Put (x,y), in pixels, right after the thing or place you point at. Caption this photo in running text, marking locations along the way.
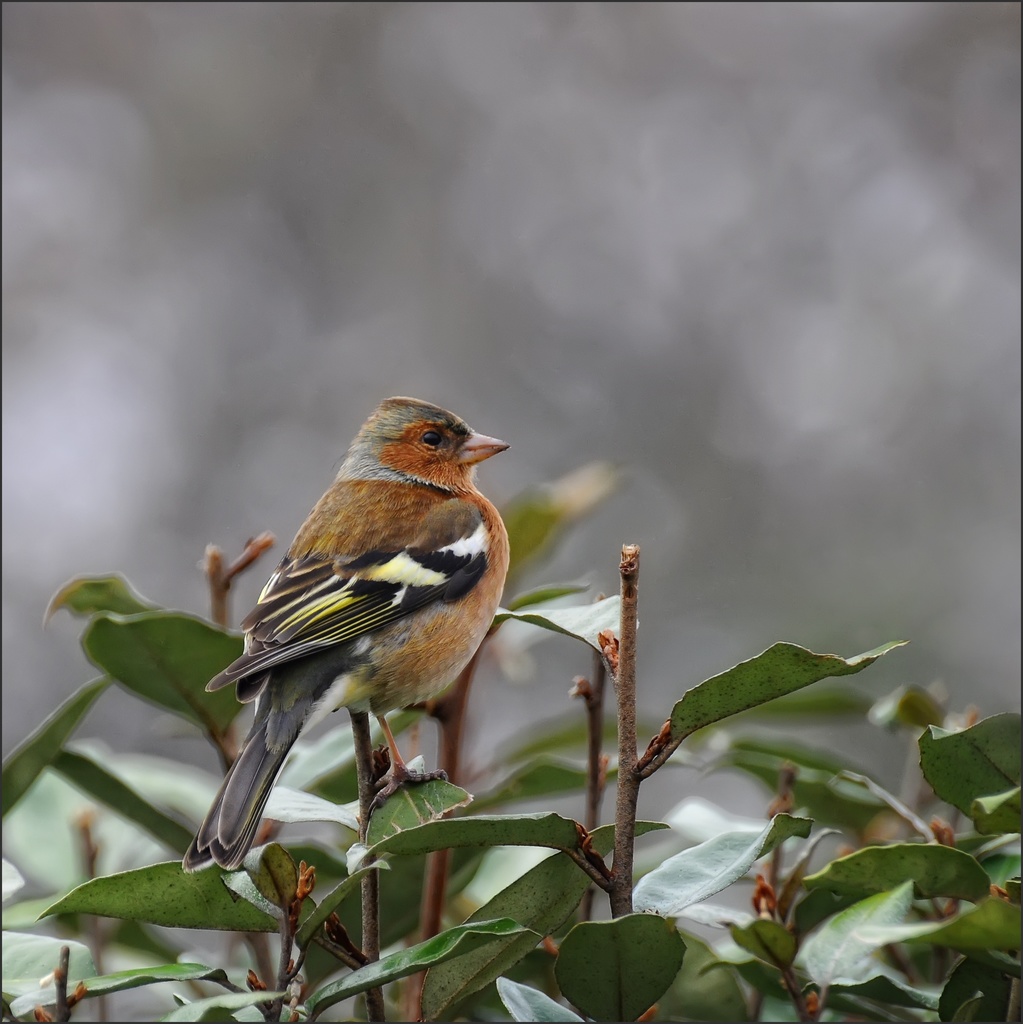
In this image a bird (322,704) is standing on the plant (337,882) having leaves (229,923). Beside there are few plants (623,861) having leaves (668,860). Background (773,183) is blurry.
